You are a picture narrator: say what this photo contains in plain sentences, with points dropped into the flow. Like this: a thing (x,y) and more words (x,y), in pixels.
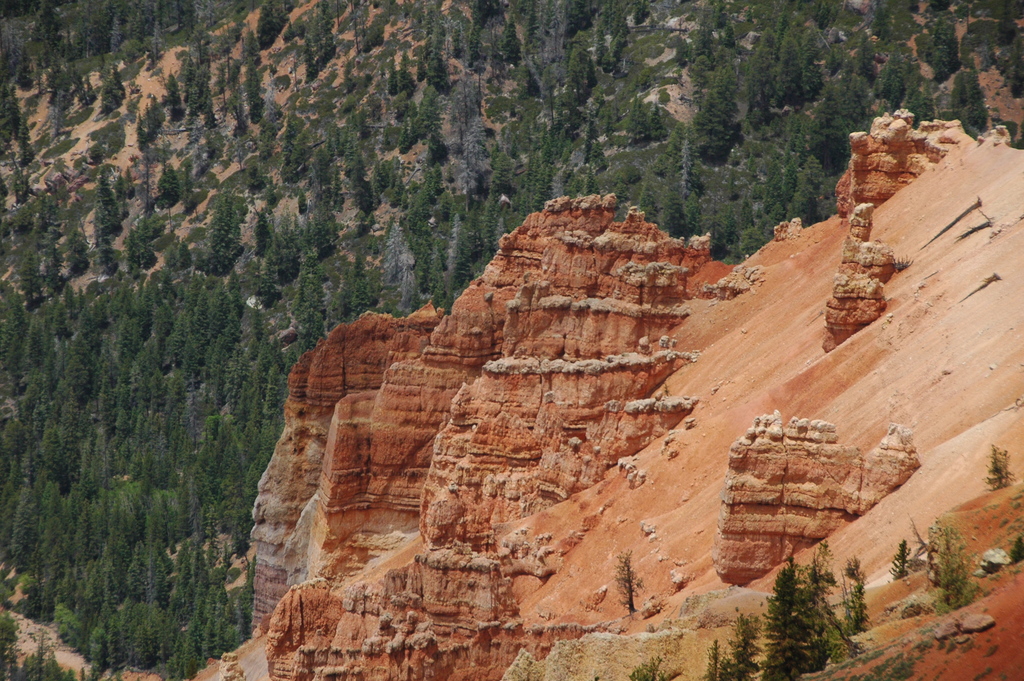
In this picture we can see a hill (481,389), in the background (420,204) there are some trees (472,162), we can see stones (978,625) at the right bottom (966,622).
